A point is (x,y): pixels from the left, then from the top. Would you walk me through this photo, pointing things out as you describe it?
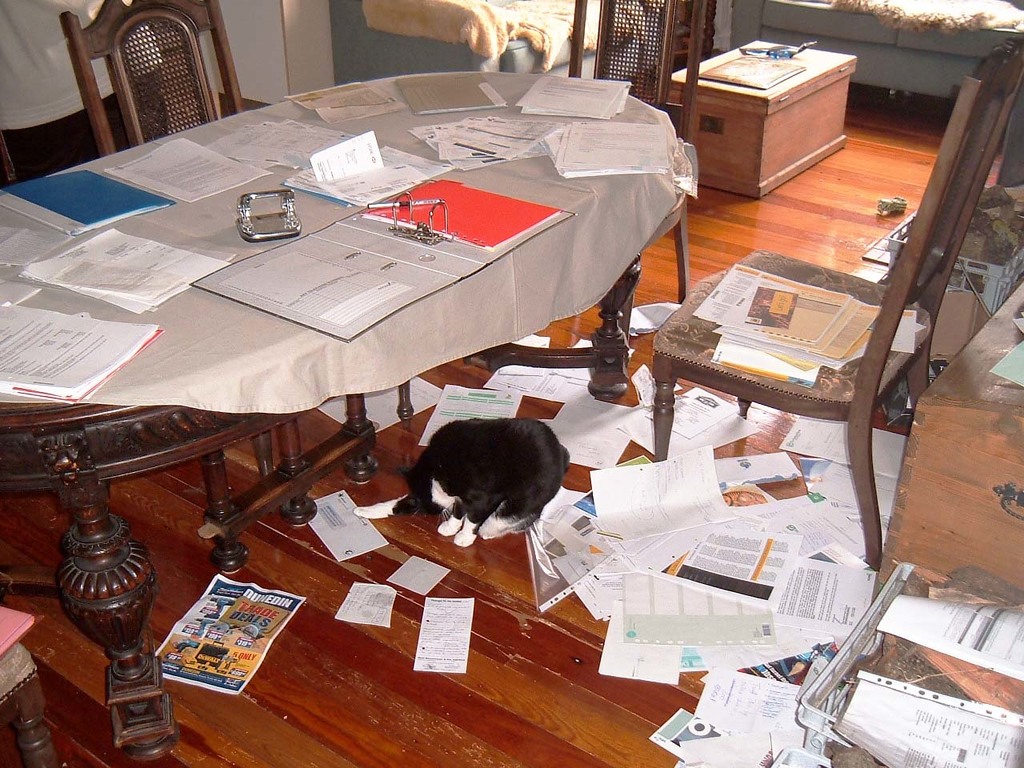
There is a table (464,168). On this table (342,244) there are files (402,209), papers (164,267), books (400,278), table sheet (233,333). Below the table (234,395) there is a cat (448,466). There are three chairs (183,83). On the floor (654,563) there are papers (692,473) scattered.
